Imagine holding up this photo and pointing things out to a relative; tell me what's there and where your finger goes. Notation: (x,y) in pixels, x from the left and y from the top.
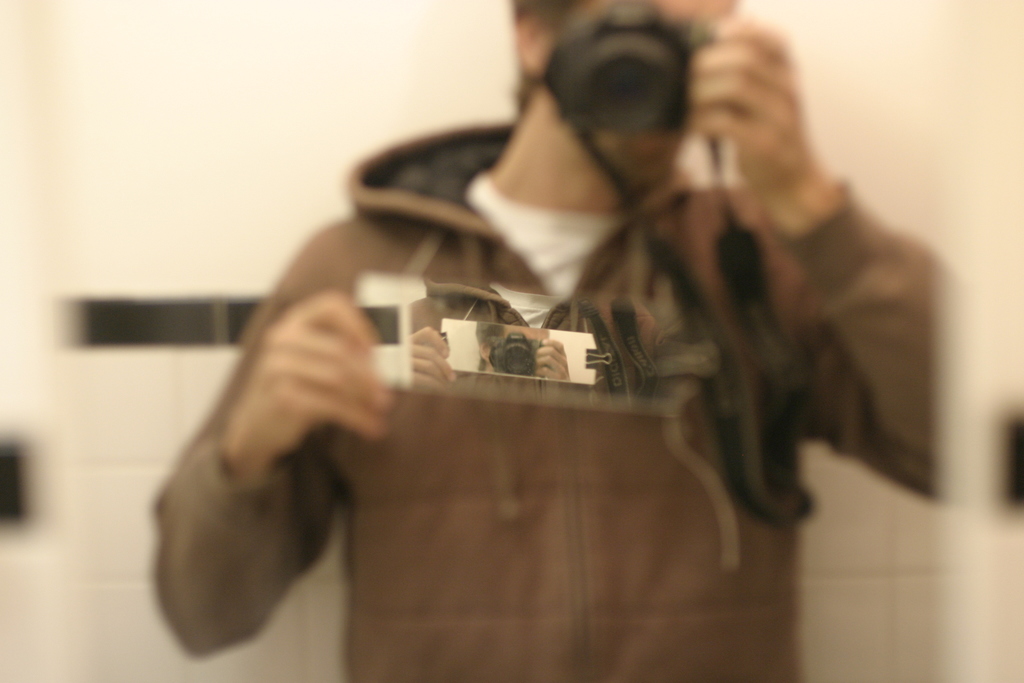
In this image there is man (212,463) standing in front of the mirror (132,124) and taking a picture in the camera (653,52). He is wearing a brown colored jacket (877,309).
